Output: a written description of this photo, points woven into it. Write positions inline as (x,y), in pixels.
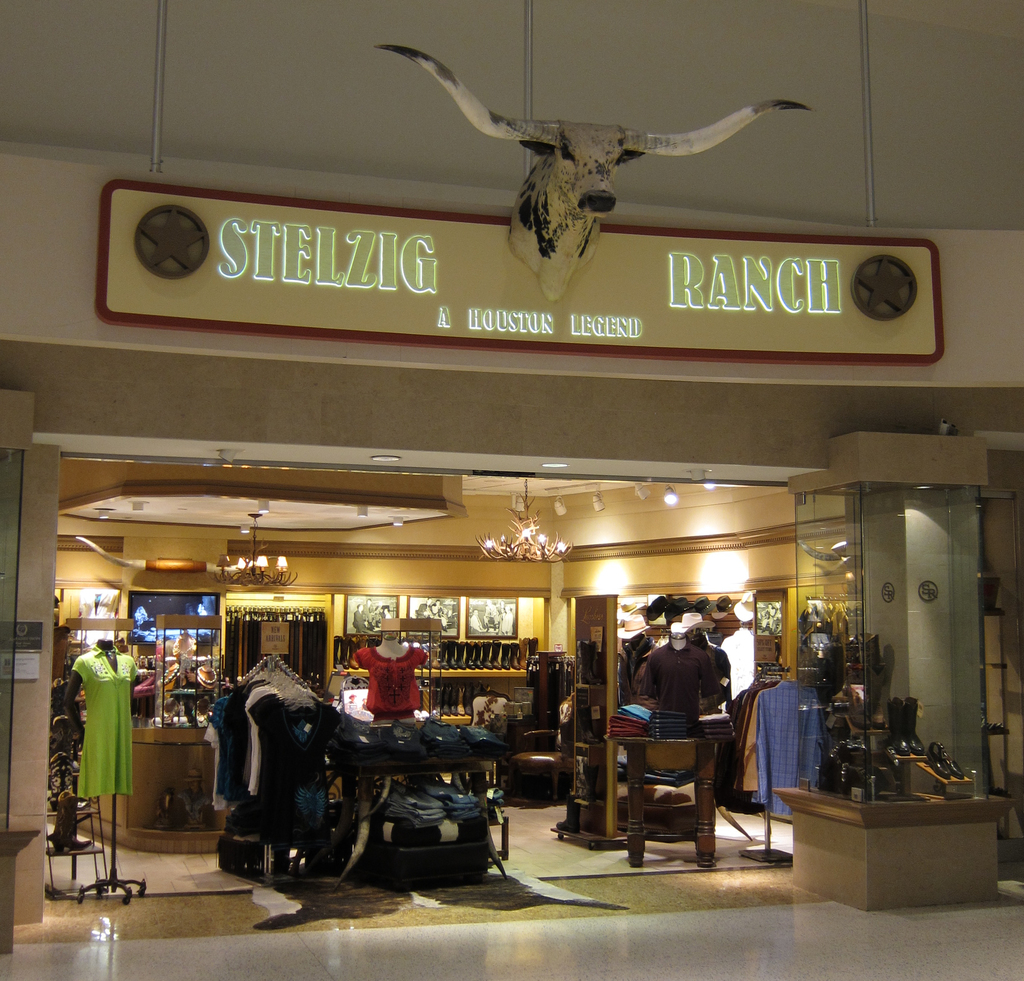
In this image there is a shop (501,560) having a name board (355,303) and an idol (539,199) attached to the wall (516,41). There are few mannequins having clothes (628,682) on it. There are few racks (263,739) and shelves (435,680) having few objects (445,646) on it. Few lights (224,565) are hanged from the roof (608,474).
